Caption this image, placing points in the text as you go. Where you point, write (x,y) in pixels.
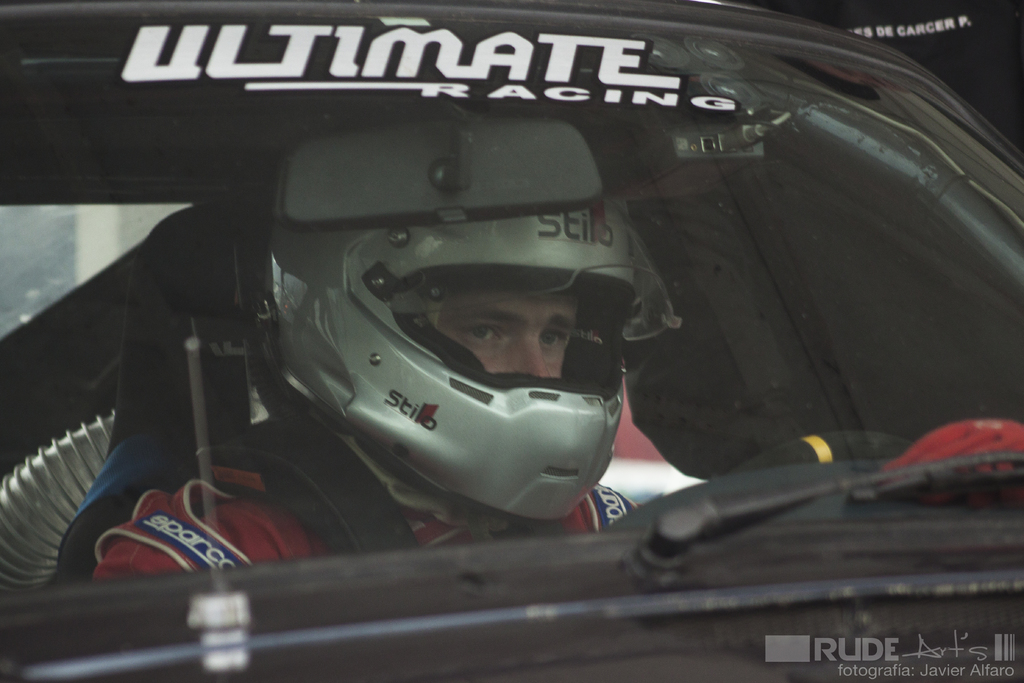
In this picture there is a man (547,357) who is wearing helmet (452,453) and jacket (241,544). He is sitting inside the car (806,270). On the bottom right corner (830,667) there is a watermark (777,653). On the left (71,214) we can see a wall (137,228).
